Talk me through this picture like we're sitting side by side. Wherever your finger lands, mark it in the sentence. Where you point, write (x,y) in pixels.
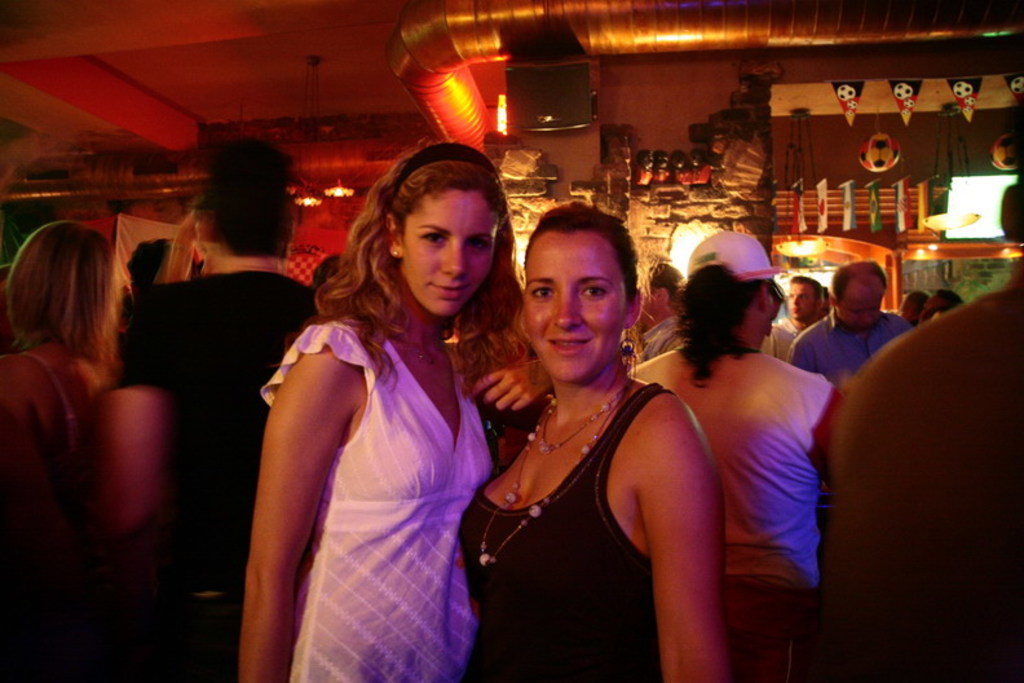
In this image, we can see some people (439,331) standing, at the top (442,65) we can see the duct (541,29) and there are some objects (1000,199).
